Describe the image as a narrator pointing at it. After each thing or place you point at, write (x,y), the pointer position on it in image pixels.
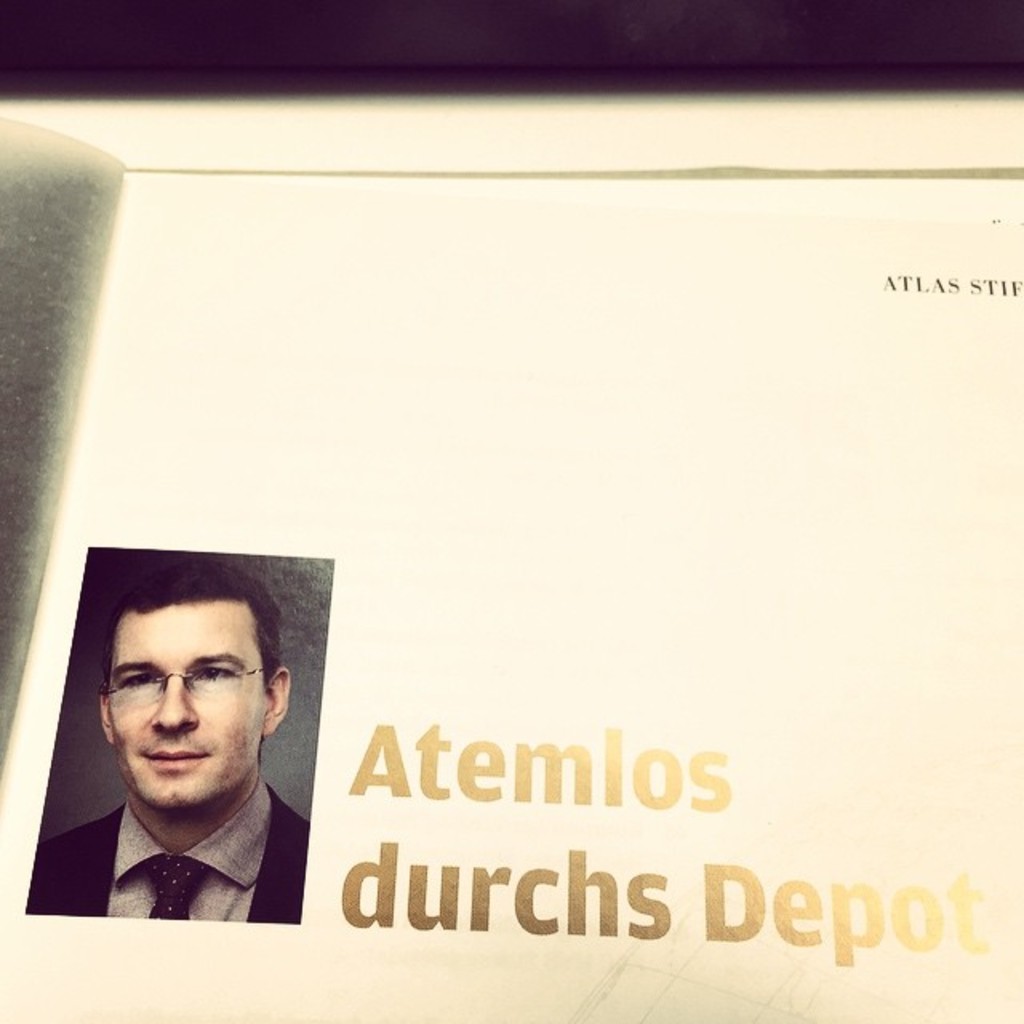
In the picture there is a page (395,670) of a book (360,698), there is a photograph (318,677) of a person (102,910) present, there is some text (395,735) present.
